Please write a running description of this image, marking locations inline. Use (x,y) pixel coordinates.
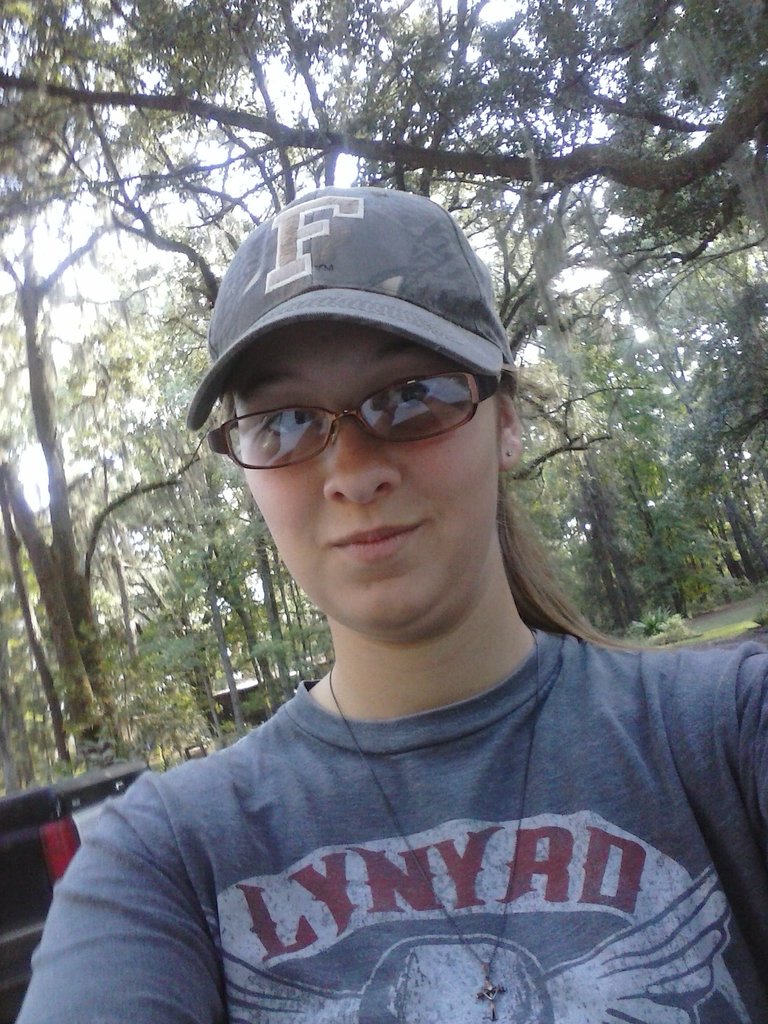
In this image I can see a lady (647,729) who is wearing cap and glasses (378,402), behind her there are some objects (58,834) and trees (172,663).
